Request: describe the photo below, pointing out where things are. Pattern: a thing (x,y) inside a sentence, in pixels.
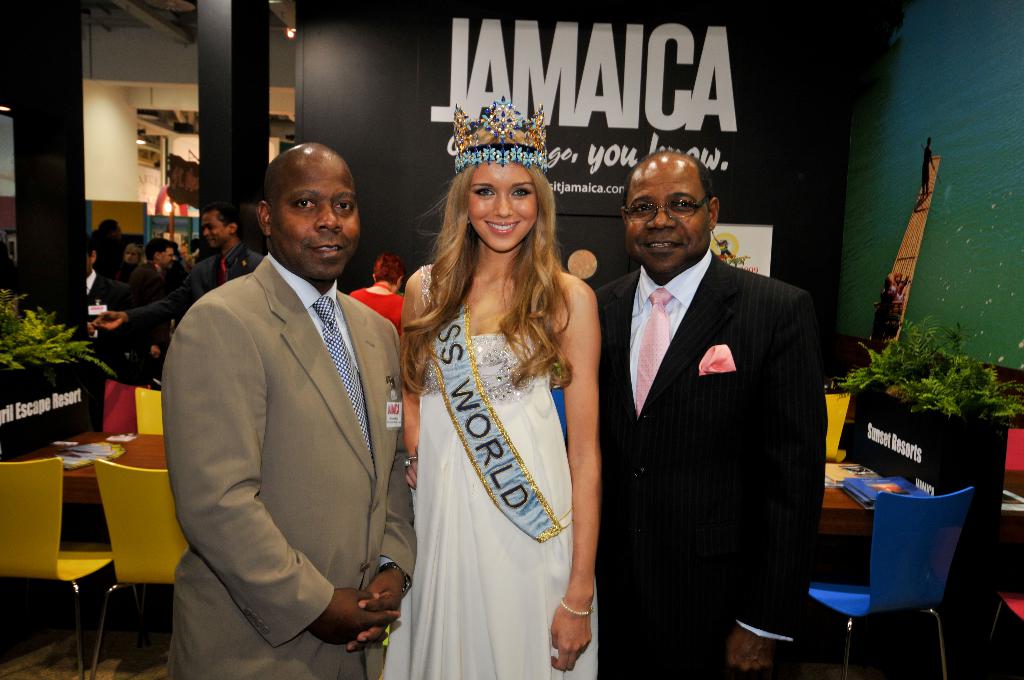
In this image we can see some persons (438,543). In the background of the image (736,165) there are persons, plants (889,356), boards (481,103), wall (330,116), chairs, table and other objects (251,79).
